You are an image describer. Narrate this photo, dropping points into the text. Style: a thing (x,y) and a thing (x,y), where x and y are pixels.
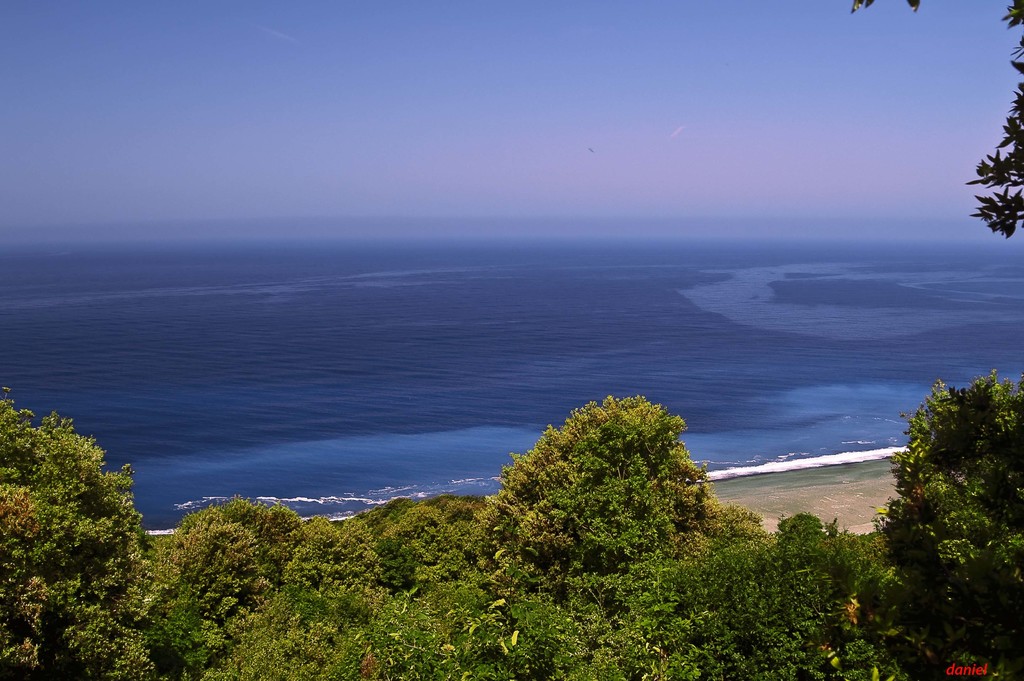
In this picture we can see trees (594,611) and in the background (720,422) we can see water (677,403) and the sky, in the bottom right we can see some text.
